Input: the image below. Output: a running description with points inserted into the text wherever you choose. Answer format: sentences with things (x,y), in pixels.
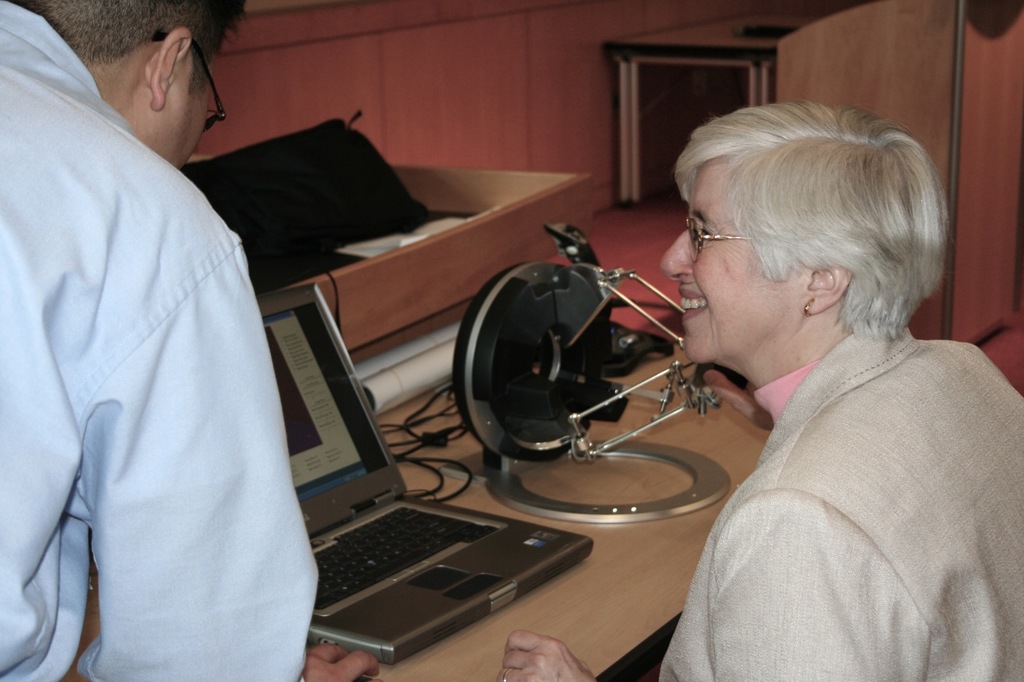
In this picture a woman (761,537) is sitting in front of the table (641,611), on that table (575,630) there is a laptop (466,545) and other objects (497,336), beside the woman (668,669) a man (148,457) standing and operating the laptop (374,472).
